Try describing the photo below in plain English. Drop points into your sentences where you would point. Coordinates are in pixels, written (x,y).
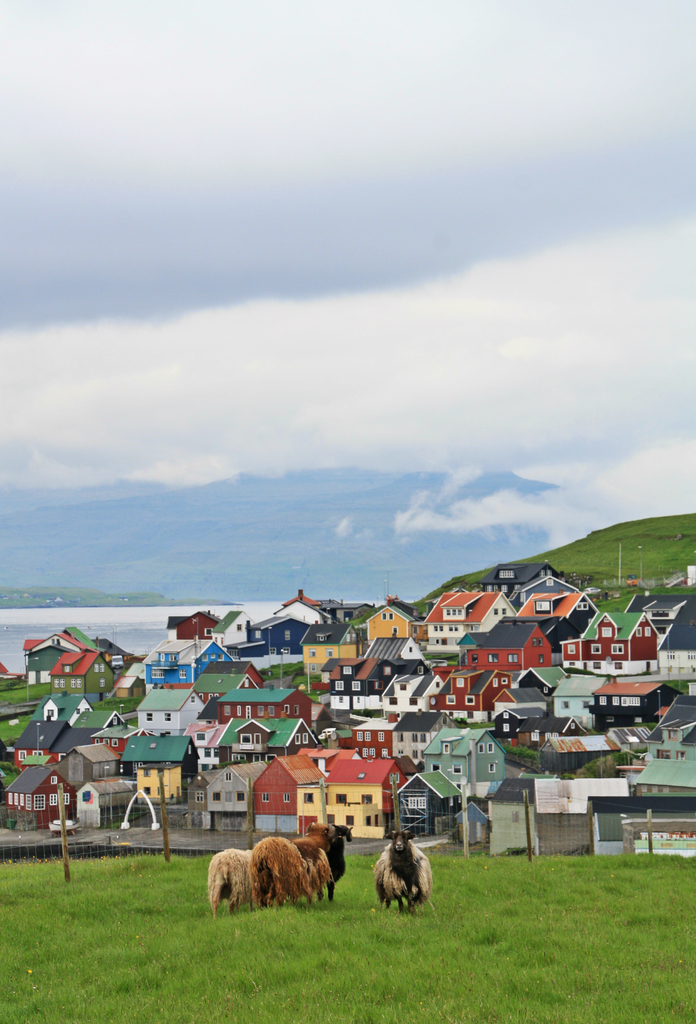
At the bottom of the image (279,813), we can see houses (418,697), poles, mesh (106,851), grass (1,865) and animals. Background (255,583) we can see water (160,607), hill (239,587) and cloudy sky (691,428).
